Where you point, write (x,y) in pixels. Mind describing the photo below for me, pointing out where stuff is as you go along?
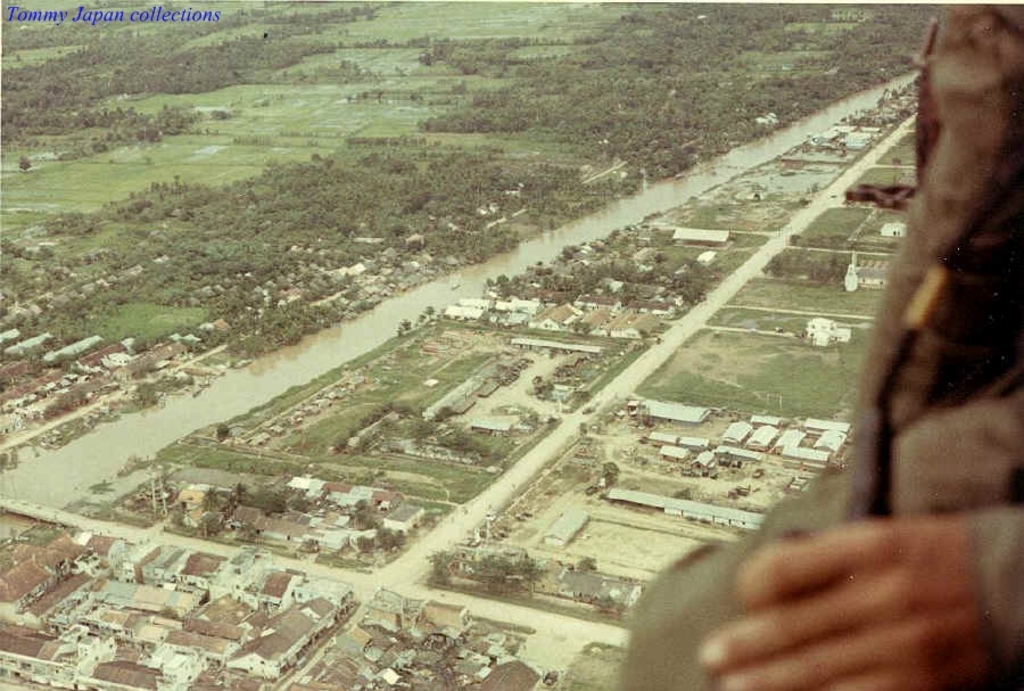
In this image I can see number of buildings (183,615), trees (741,44) and a river (829,114). I can also see a hand (909,591) of a person (879,534).
